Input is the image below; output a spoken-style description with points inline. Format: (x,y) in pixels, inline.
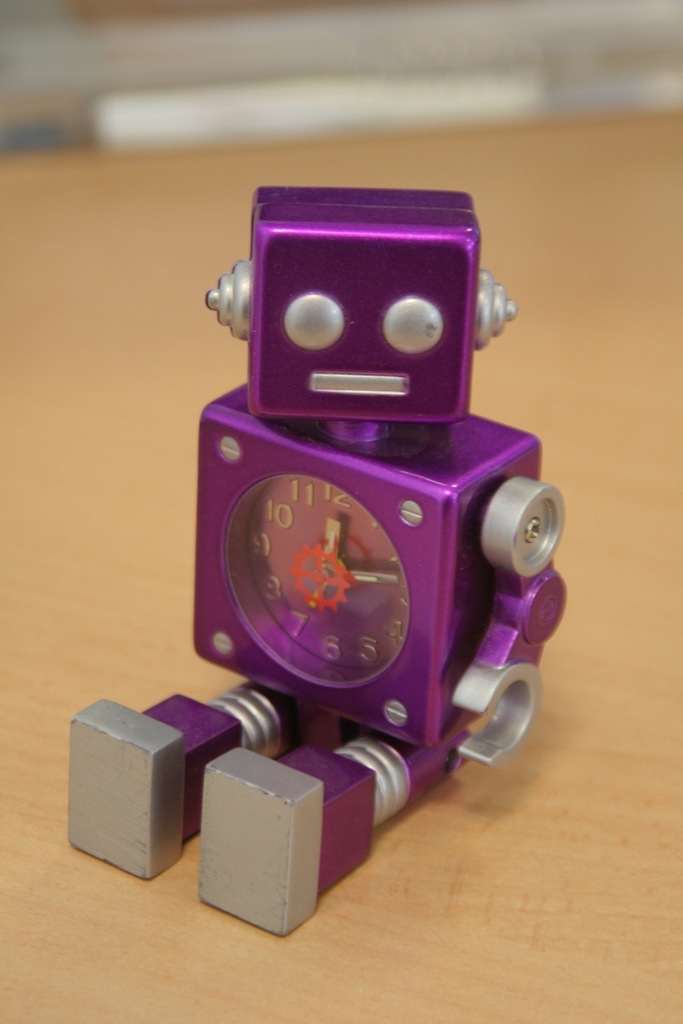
The picture consists of a clock (343,563) in the shape of a small robot (283,484). The clock (296,552) is placed on a wooden table (561,869). At the top (305,66) it is blurred.
